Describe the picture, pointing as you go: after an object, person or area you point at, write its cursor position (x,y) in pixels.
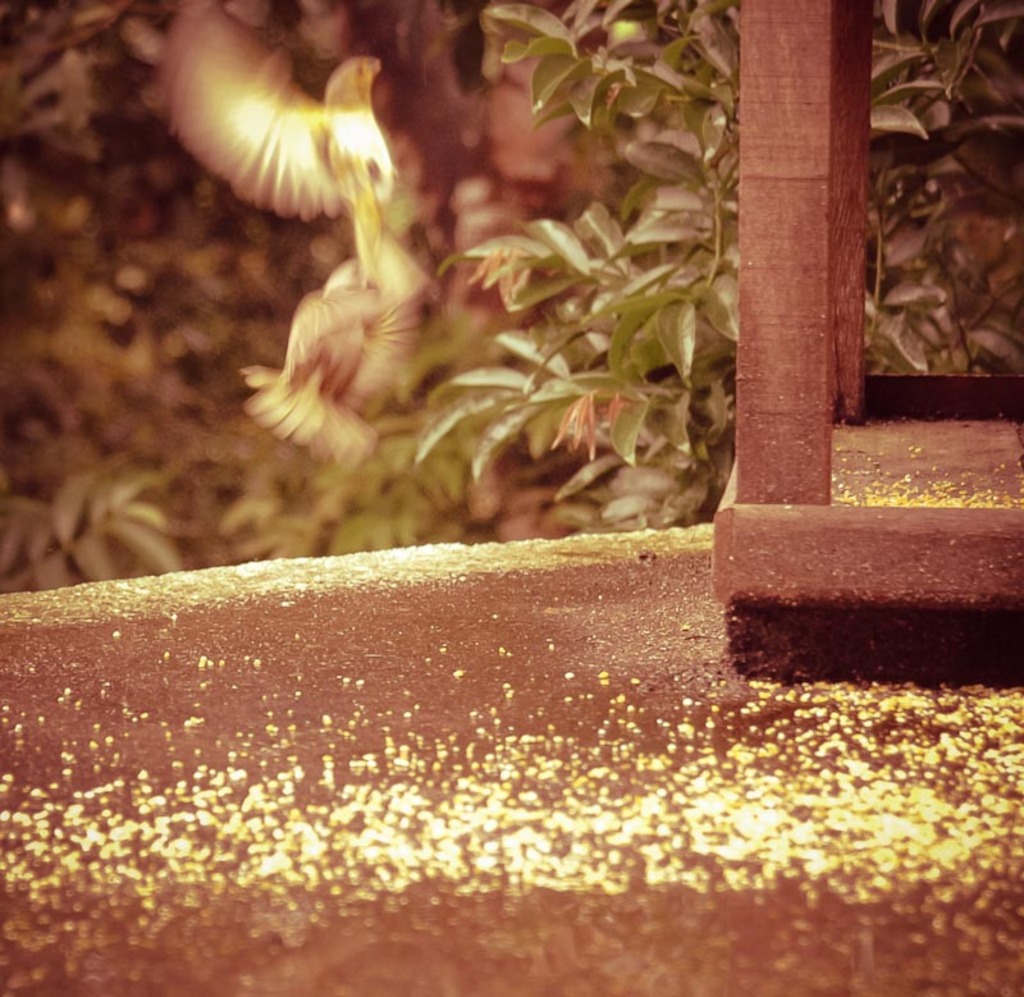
In this image, we can see a bird (333,282) is flying in the air. Here we can see wooden object (880,568), some seeds (708,841) on the surface (433,584). Background (15,412) we can see a blur view. Here we can see plant leaves (669,314).
